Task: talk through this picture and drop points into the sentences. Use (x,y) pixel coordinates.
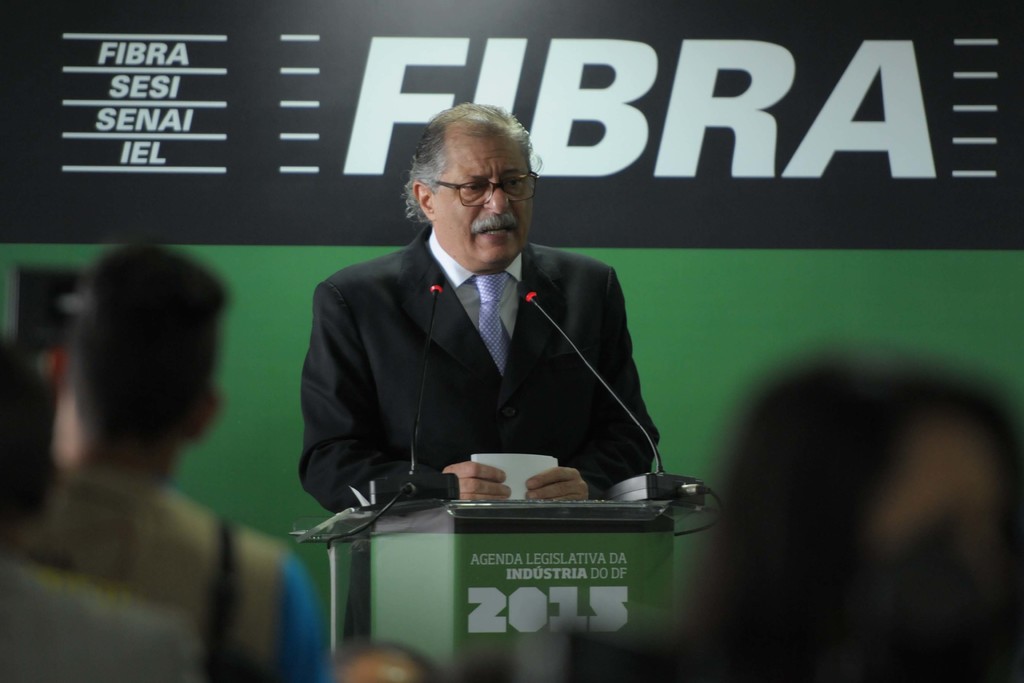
In the center of the image (435,344) there is a person (433,454) standing at the desk (409,602) holding a papers (505,470). At the bottom of the image (801,624) we can see a person's head (769,627). On the left side of the image (272,547) there is a person (80,491). In the background (75,84) there is an advertisement (428,25).
